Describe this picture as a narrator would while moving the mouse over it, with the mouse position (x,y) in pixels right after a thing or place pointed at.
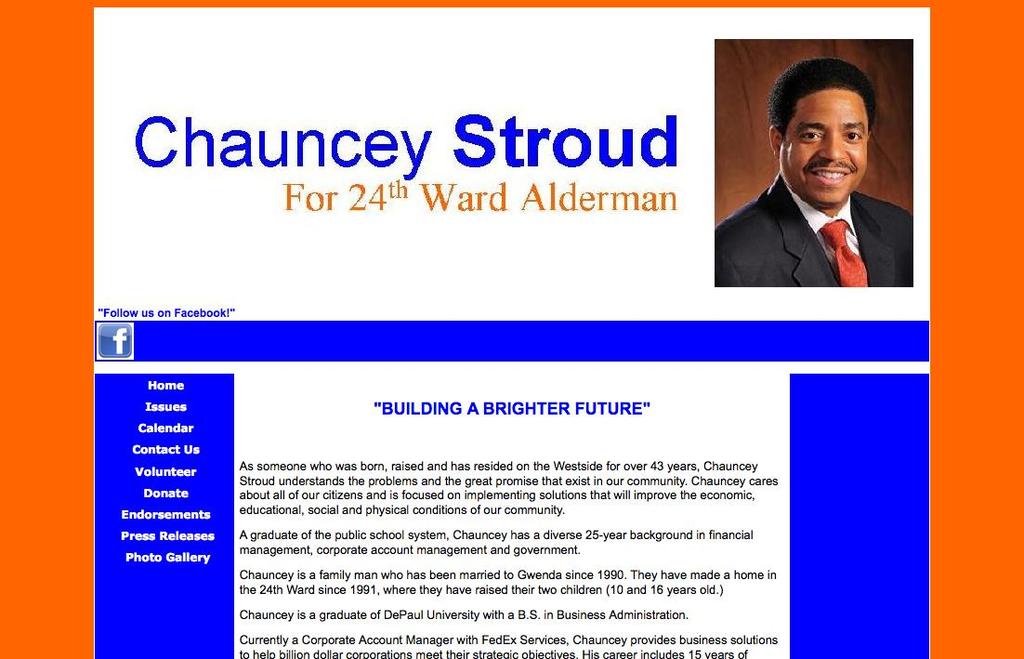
In this image I can see a title (555,185) and some text (140,318) with a photograph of a person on the right hand side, seems to be an image of a home page of a website.
